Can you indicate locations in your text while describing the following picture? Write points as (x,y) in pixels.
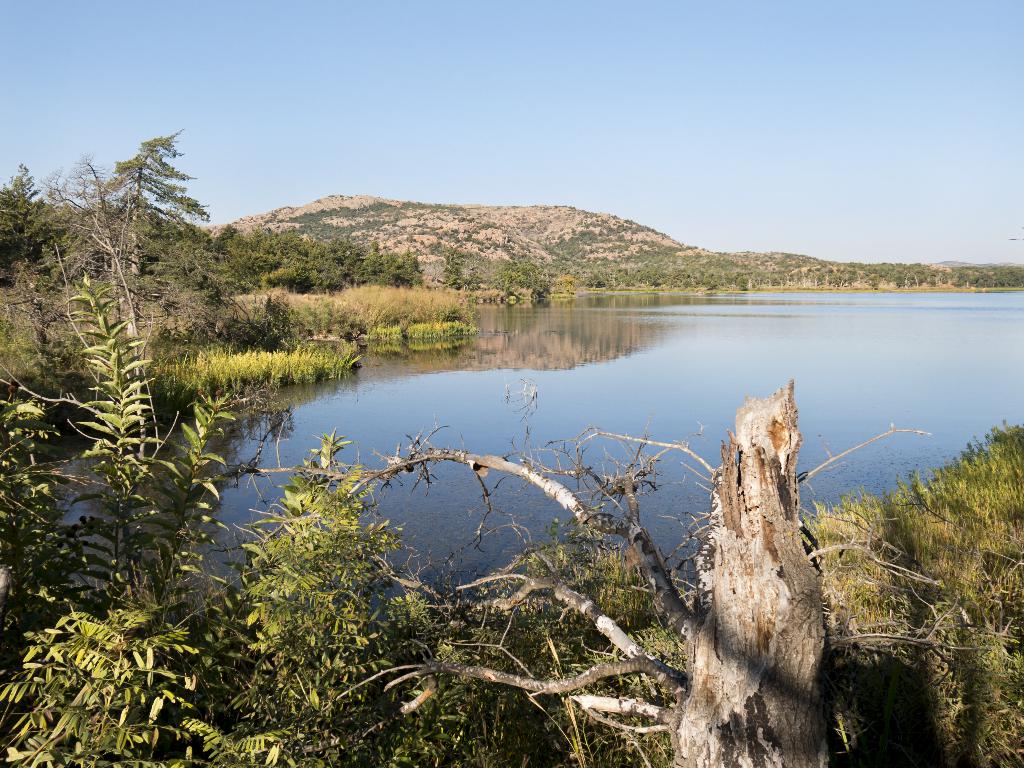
In this image we can see water (612,338). Also there is grass (955,590), plants (251,318) and trees (155,249). In the back (688,252) there is sky (528,92) and hill (647,256).
